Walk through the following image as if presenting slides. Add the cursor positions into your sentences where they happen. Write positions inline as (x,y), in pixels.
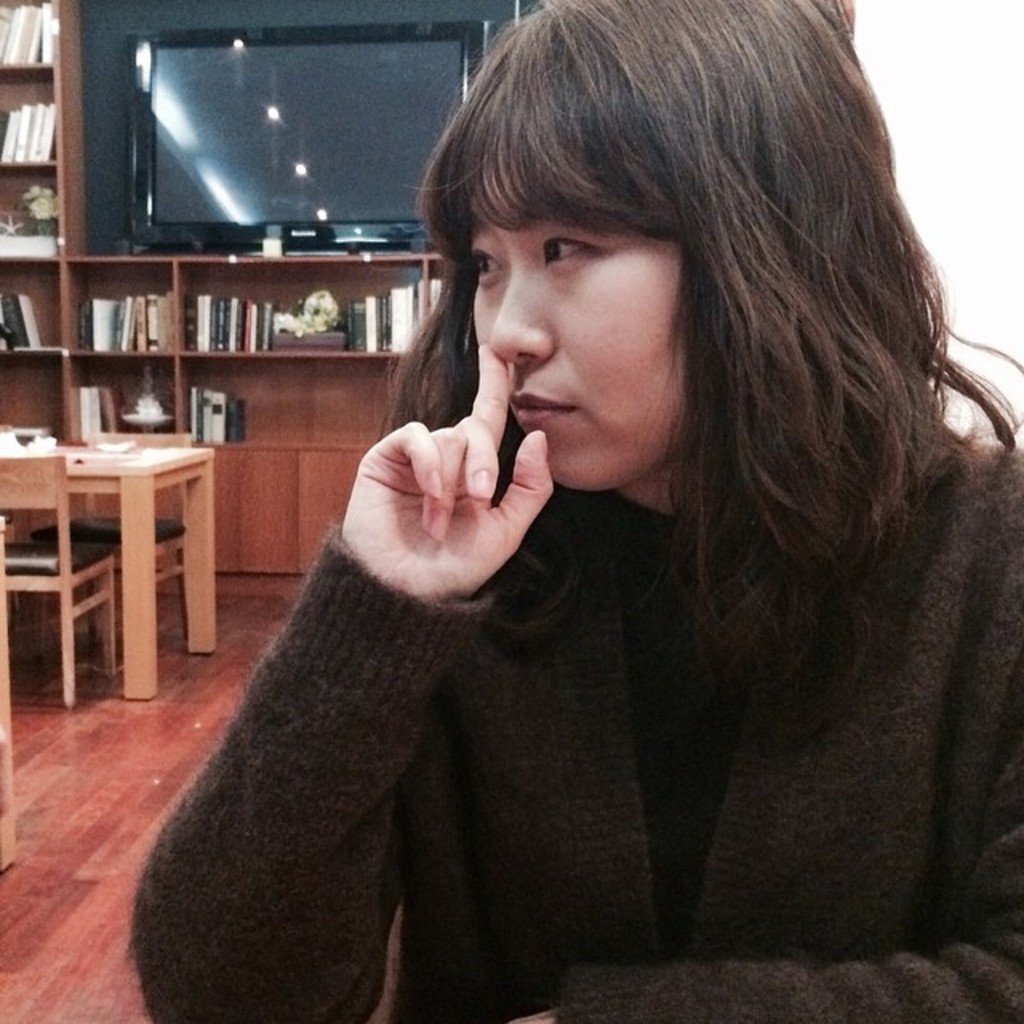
In the image we can see there is a person (680,515) who is sitting and at the back (256,150) there is a tv (157,198), table (91,455) and chair (29,465).
